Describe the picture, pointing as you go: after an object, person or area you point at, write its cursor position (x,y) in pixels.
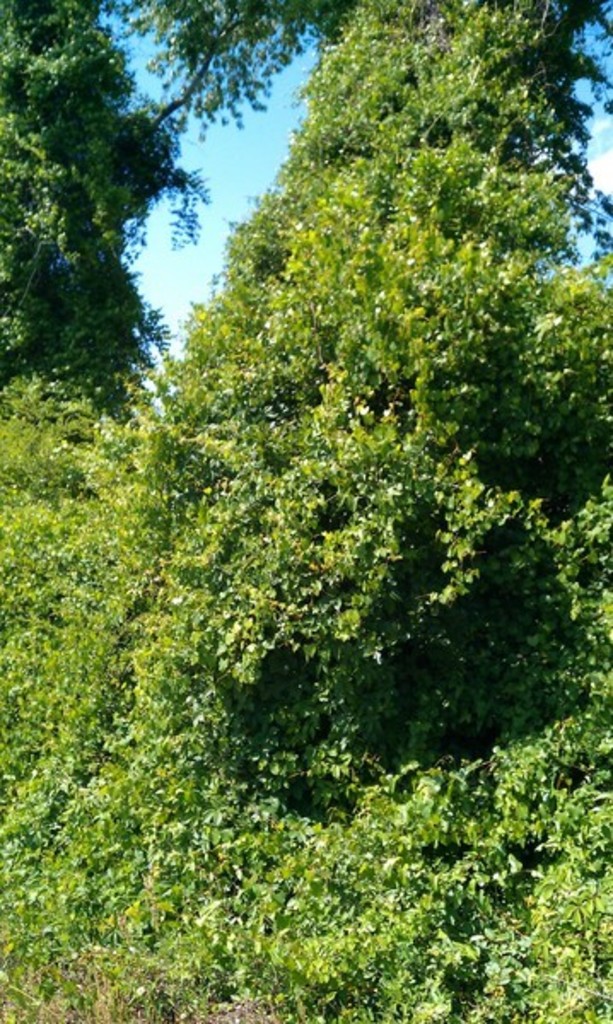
In the image in the center (239,346), we can see the sky (208,227), clouds (606,186) and trees (1,361).
